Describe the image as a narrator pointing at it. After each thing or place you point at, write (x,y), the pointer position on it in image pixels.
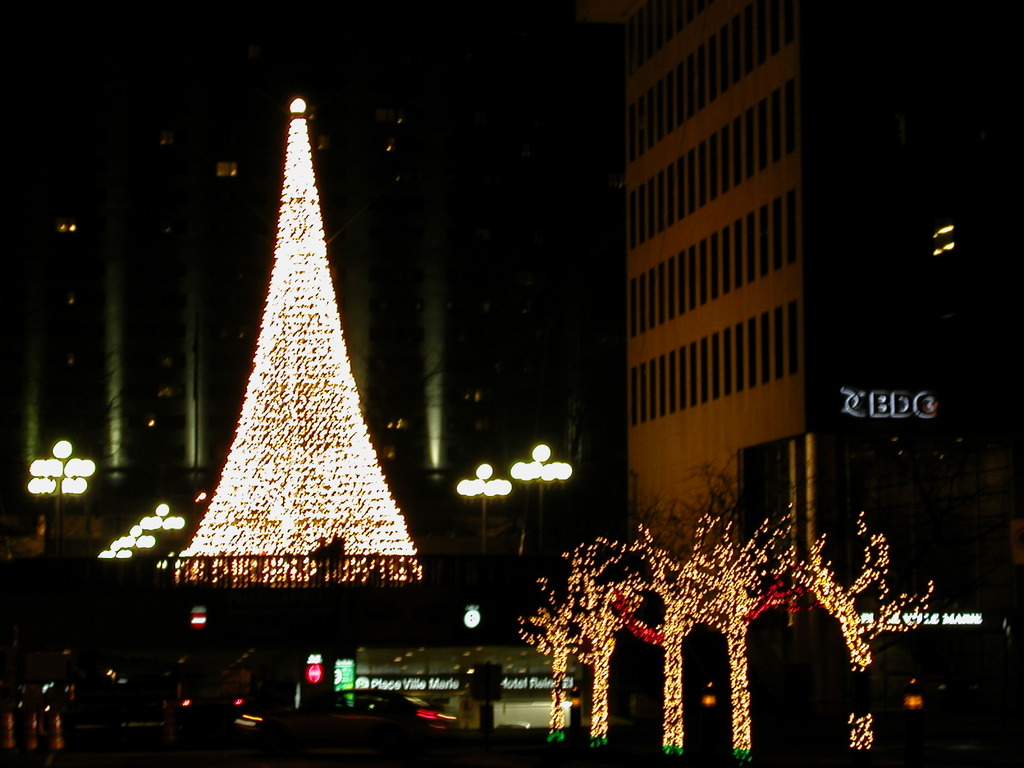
In this picture we can see few lights (696,624), trees (661,555), poles (483,531), hoardings (340,663) and buildings (650,344).
